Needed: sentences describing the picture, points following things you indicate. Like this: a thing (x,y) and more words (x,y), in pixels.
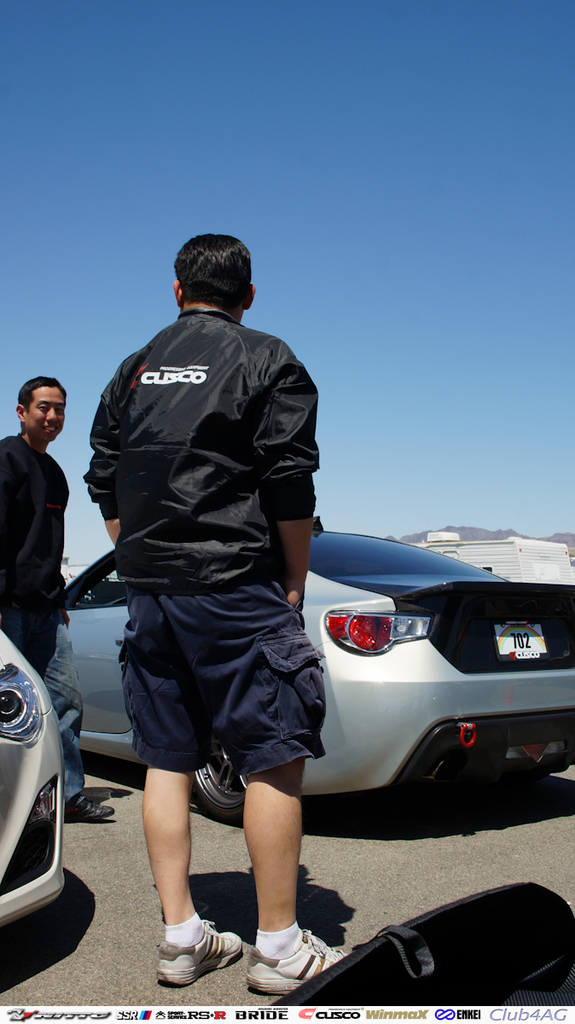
This picture shows couple of men (105,475) standing and we see couple of cars (365,544) parked and we see few vehicles (564,554) parked on the side and we see a blue sky (428,166).
